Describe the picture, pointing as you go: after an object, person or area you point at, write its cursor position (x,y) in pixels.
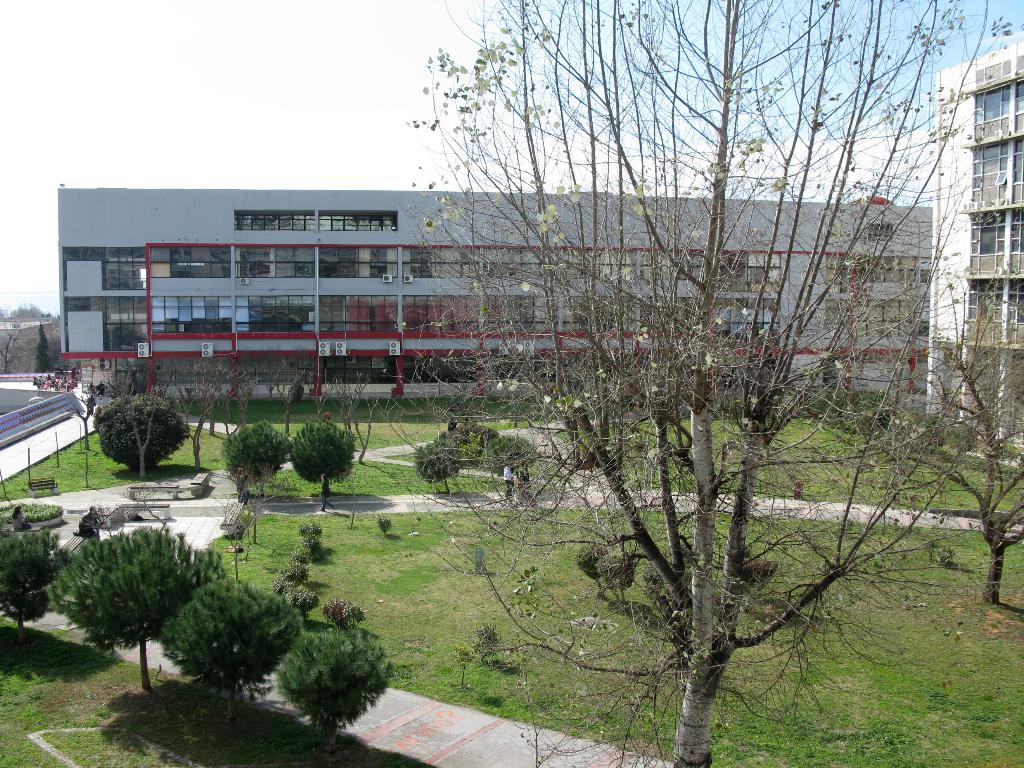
In this image there is a building (454,338), there is a sky (216,21), there is a tree (755,460), there are plants (271,457), there is grass (388,572).
